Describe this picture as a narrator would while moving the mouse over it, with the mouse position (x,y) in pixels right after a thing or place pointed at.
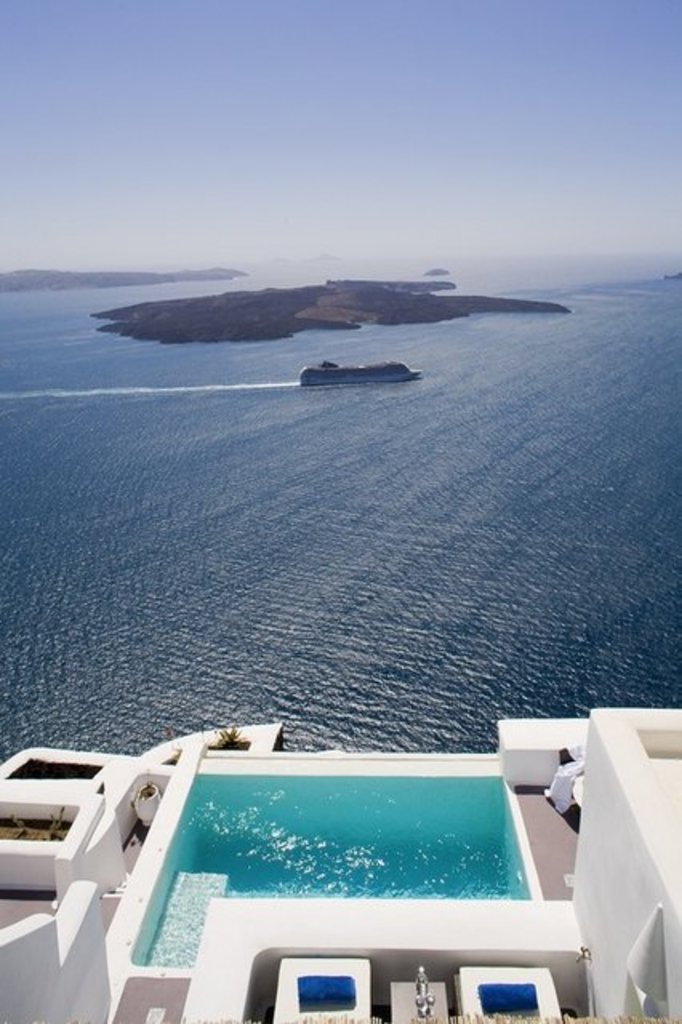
In this image a ship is sailing in water (322,555). There is land (178,329) in between water (359,601). Bottom of the image (253,860) there is building (54,958) having a pool (294,882) on top of the building (508,732).
